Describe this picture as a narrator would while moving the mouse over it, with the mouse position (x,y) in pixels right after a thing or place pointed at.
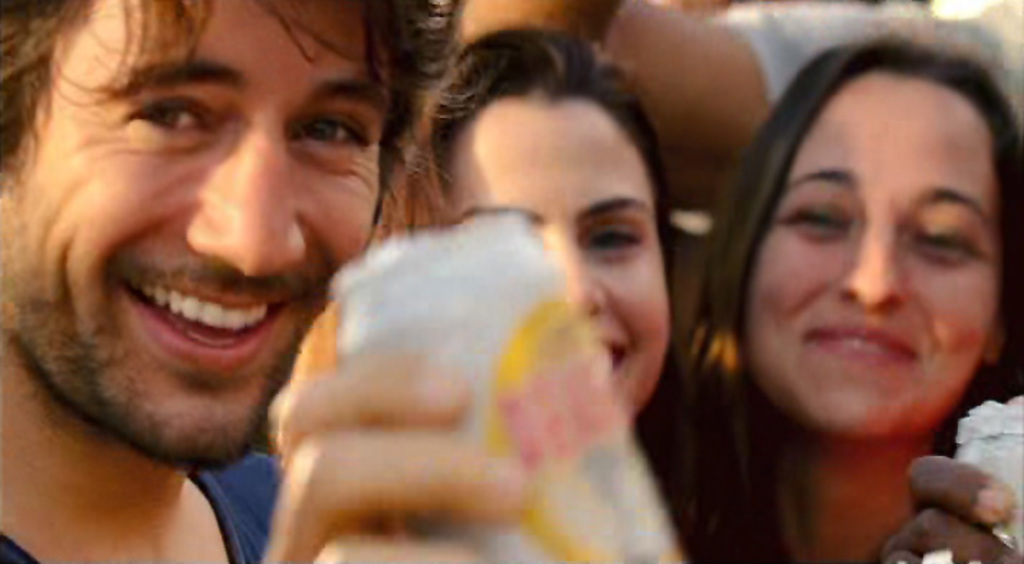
In this picture we can see three people (11,276) are smiling and a person (460,461) is holding a can (443,314).
